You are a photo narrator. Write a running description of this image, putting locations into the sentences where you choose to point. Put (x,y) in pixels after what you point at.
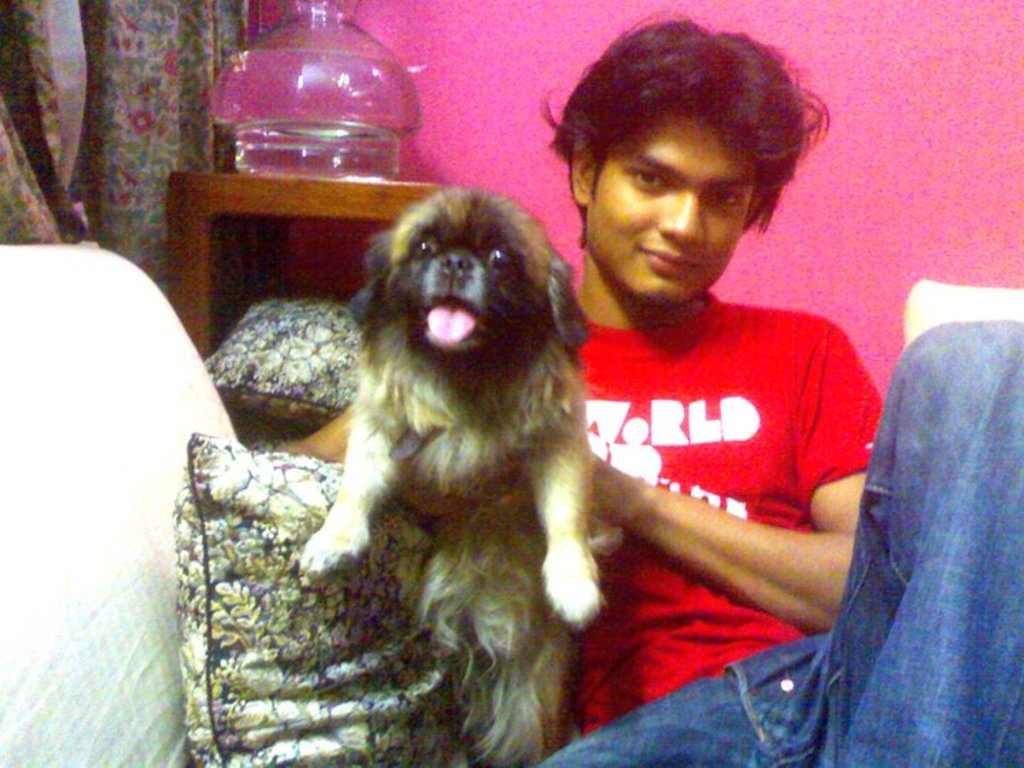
In the front of the image (646,442) we can see a boy (818,662) sitting and holding a dog (453,360). There are pillows (220,490), a pink wall (482,98), curtain (181,84) and an object (346,107). Something is written on his red t-shirt (645,433).
